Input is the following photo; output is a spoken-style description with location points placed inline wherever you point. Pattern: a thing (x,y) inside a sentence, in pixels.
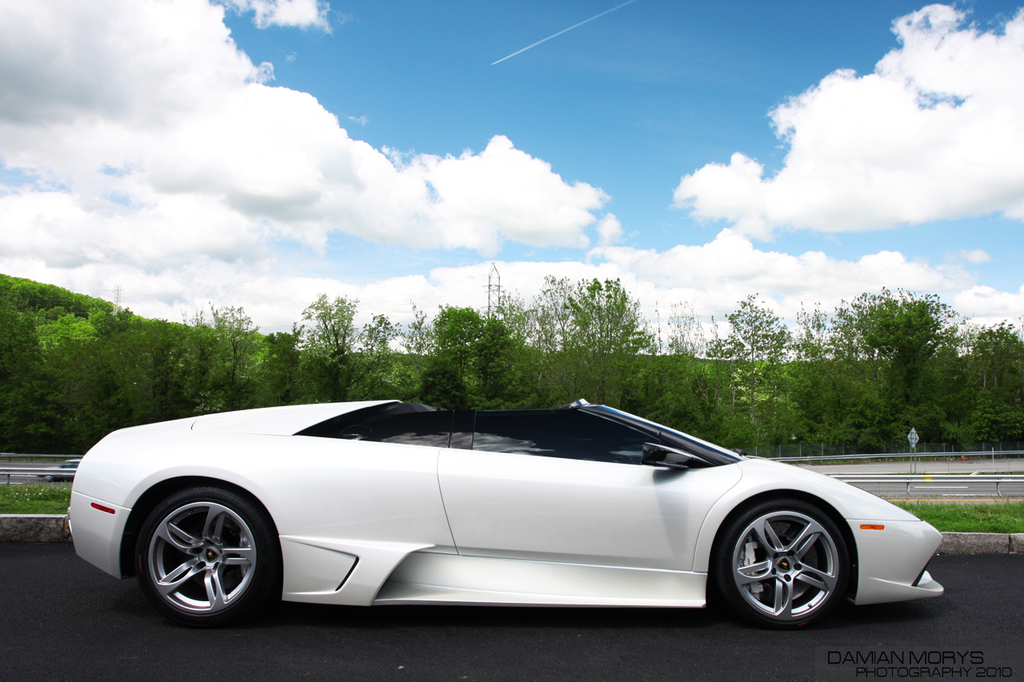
In front of the image there is a car (635,564) on the road (920,669), at the bottom of the image (920,672) there is some text (910,673), behind the car (101,497) there are flowers (65,498) and grass (930,508) on the pavement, behind that there is a metal rod fence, behind the fence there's another car (77,463) on the road (930,461), on the other side of the car (577,460) there is a sign board (911,443) and a metal fence (830,457), in the background of the image (236,369) there are trees (189,331), at the top of the image (417,158) there are clouds (415,202) in the sky (397,262).
